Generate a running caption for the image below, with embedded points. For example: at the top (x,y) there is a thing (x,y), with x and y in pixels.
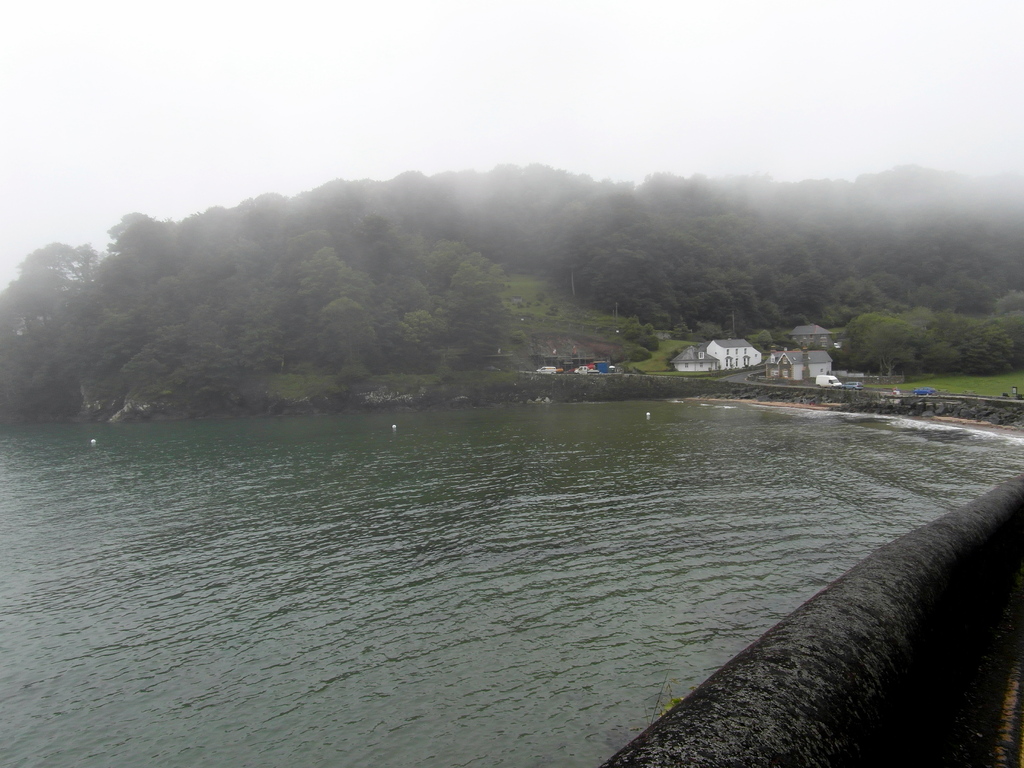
In this image I can see water surface (504,628). I can see few buildings (812,374). I can see few trees (673,266). At the top (742,89) I can see clouds (587,169) in the sky (592,105).
